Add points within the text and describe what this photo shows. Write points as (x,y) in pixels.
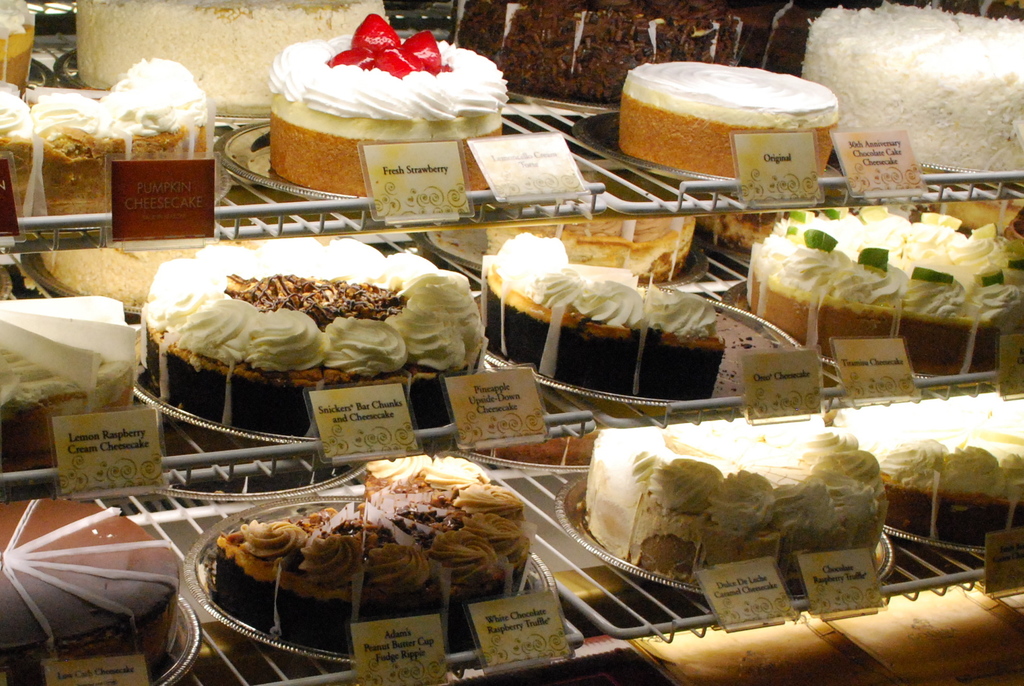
In this image, we can see there are cakes (275,171) and cards (909,187) arranged on the shelves (925,182).
